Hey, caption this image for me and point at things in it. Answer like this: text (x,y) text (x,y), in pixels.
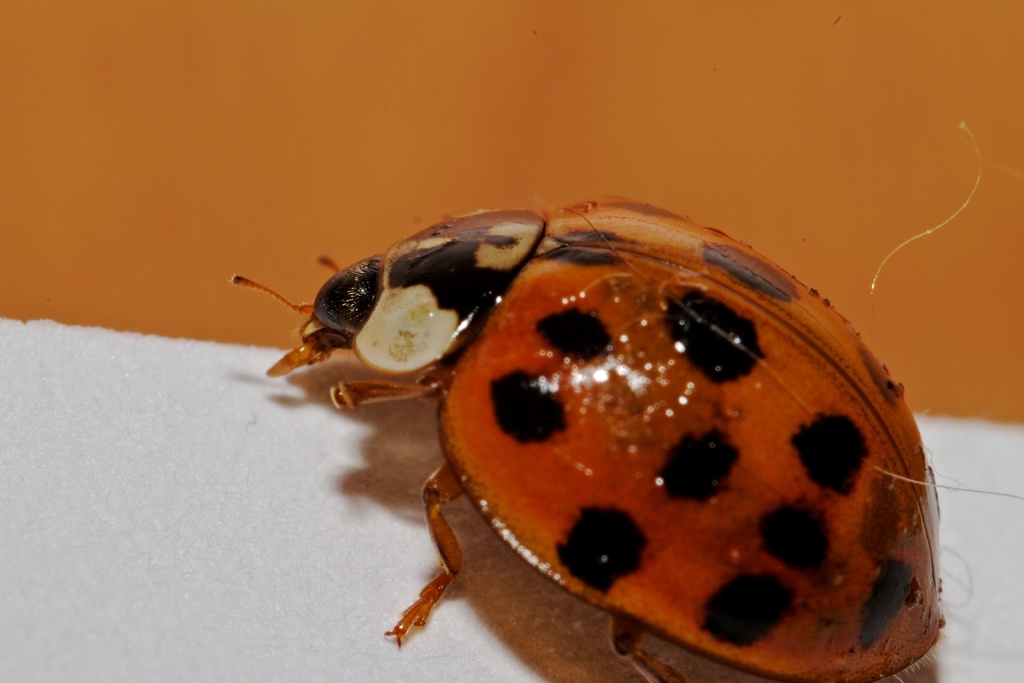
In this picture we can see a bug (671,434) here, at the bottom (232,484) there is mat (164,492), we can see wall (271,137) in the background (277,105).
